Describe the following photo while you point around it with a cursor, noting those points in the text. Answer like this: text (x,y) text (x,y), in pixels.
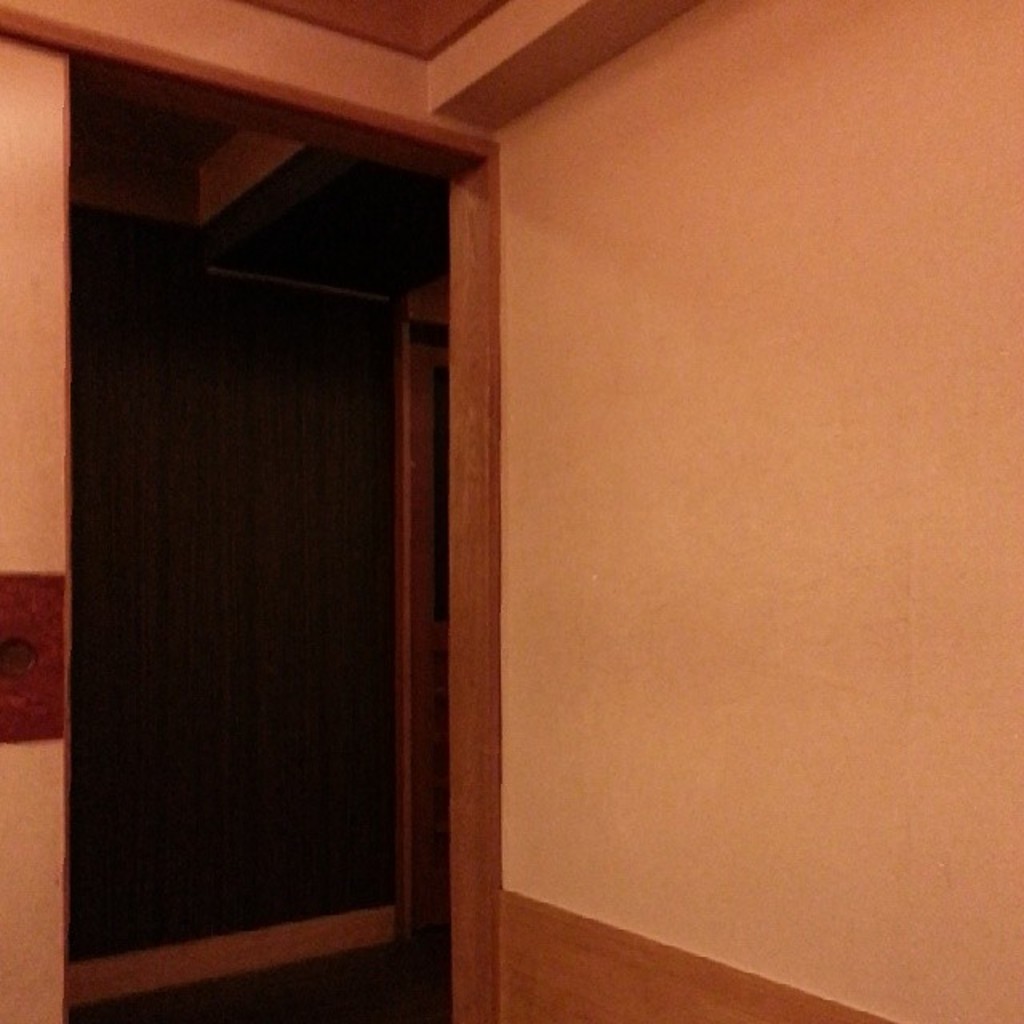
In this picture we can see the inside view of the room (904,959) and in the front (14,883) there is a door (415,641).
